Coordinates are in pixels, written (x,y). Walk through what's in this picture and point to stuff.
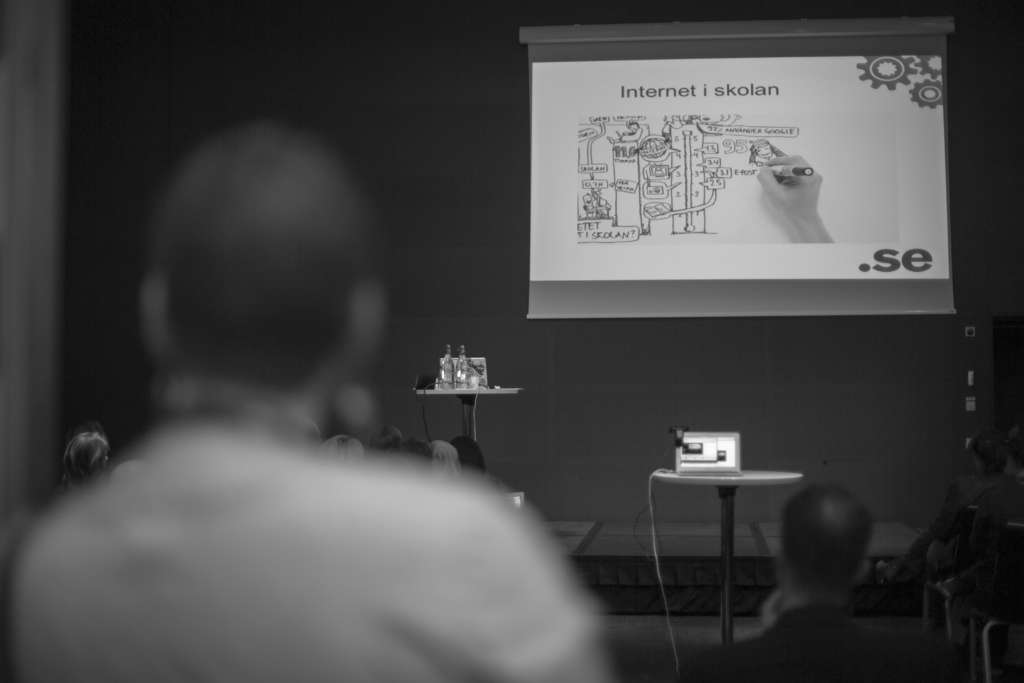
In this image i can see a person (383,622) and in the background (462,452) i can see few people (441,469), a wall (395,365), a projection screen (802,253) with some projection (725,239) and a laptop (691,463).
